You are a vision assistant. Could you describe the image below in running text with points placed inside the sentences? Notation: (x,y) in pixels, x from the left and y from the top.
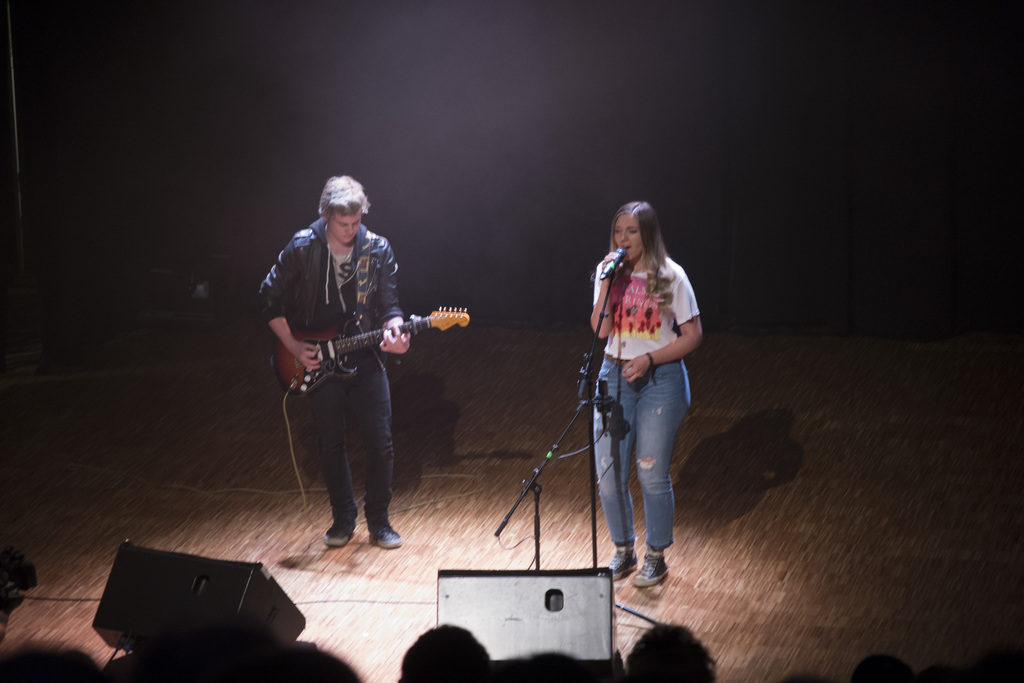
In the image there is a woman (634,388) singing on mic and beside her there is a man (339,272) playing guitar (325,342) on stage (557,524). In front (665,672) there are audience (264,639) looking at them.
